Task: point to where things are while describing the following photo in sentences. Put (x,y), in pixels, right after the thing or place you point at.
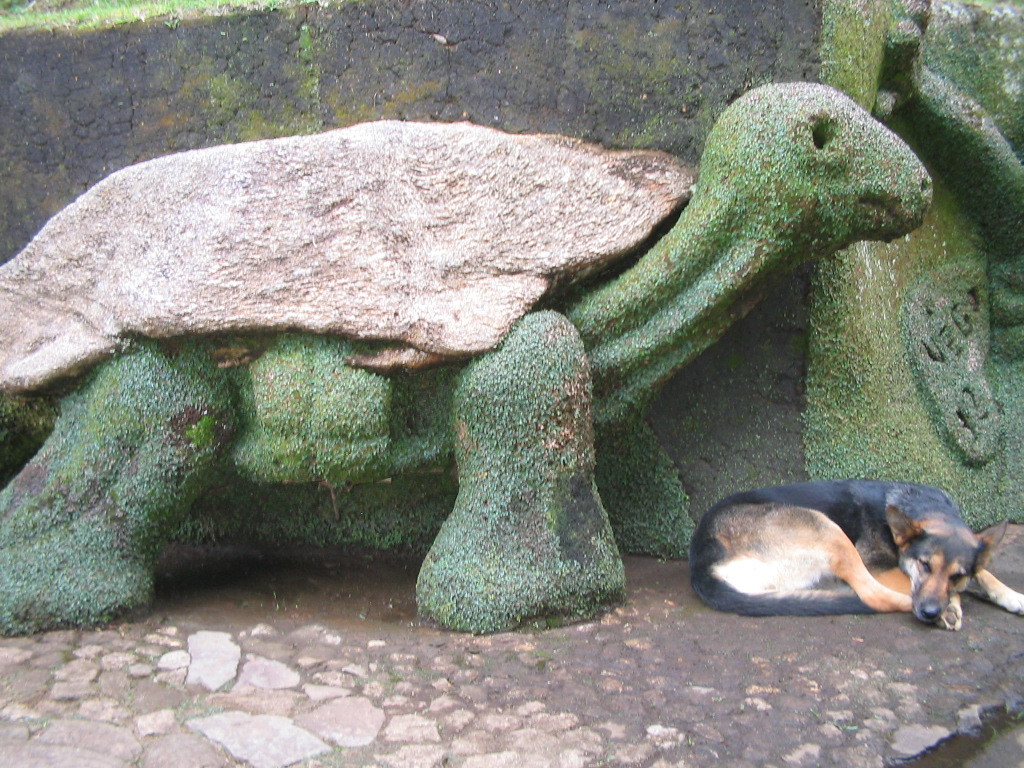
In this image I can see a dog (873,562) sleeping and the dog (766,535) is in brown, black and white color. Background (200,381) I can see a statue (277,187) of a tortoise (584,397) and it is in cream and green color.
